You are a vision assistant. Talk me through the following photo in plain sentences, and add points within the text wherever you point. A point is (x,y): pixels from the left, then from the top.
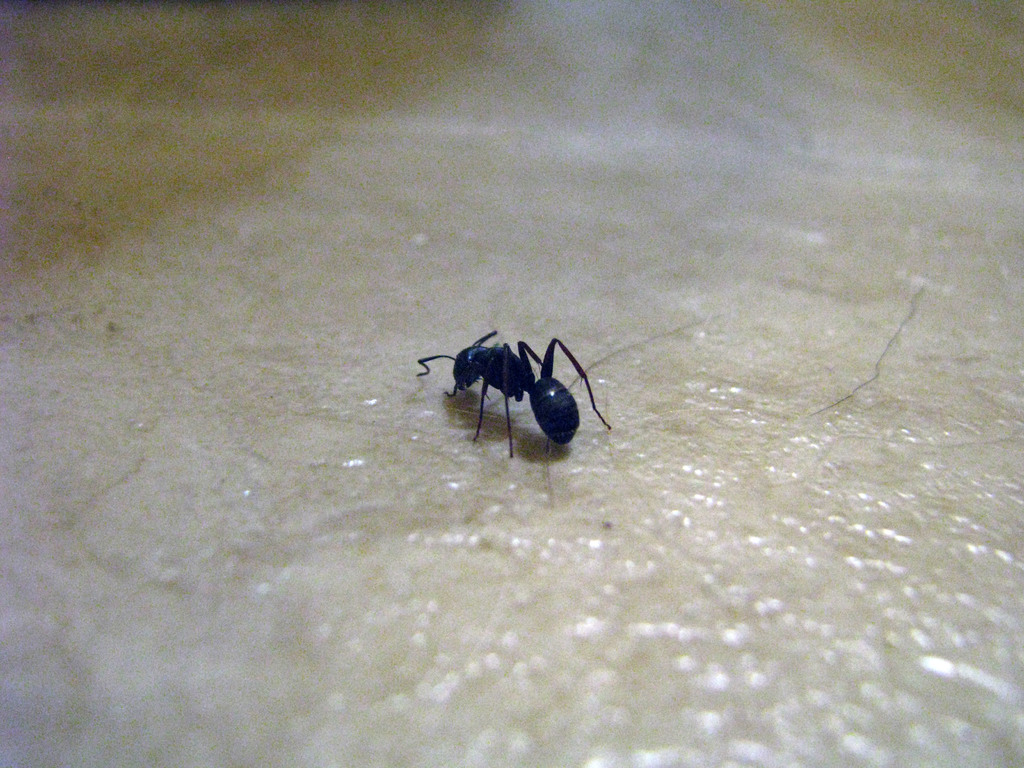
This image consists of an ant (460,372). It is in black color.
